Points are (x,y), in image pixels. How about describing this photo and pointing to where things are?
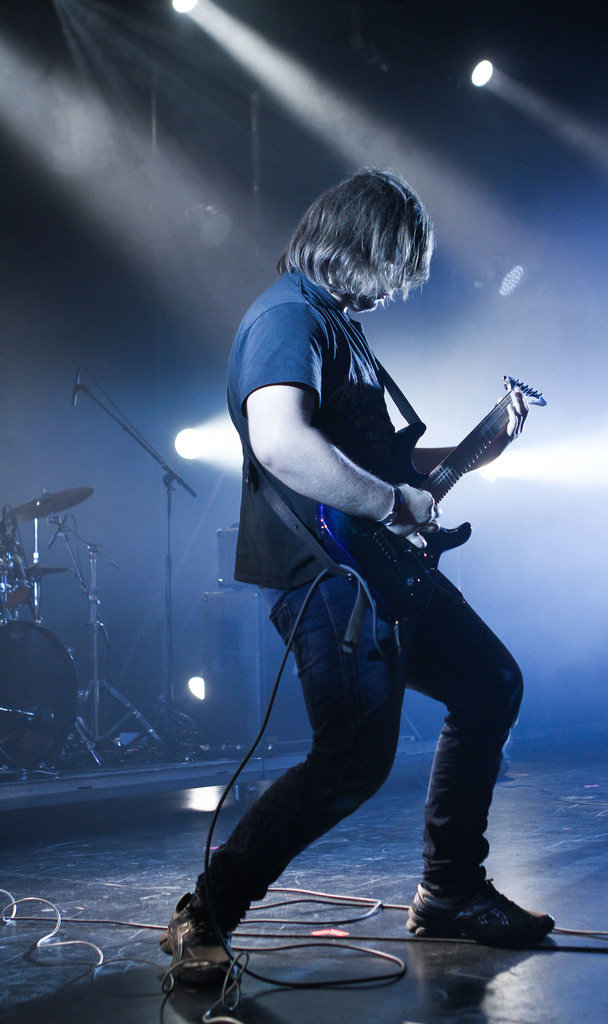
In this image I can see a person (278,849) standing on the stage (171,785) and playing musical instrument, behind him there are so many other musical instruments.
